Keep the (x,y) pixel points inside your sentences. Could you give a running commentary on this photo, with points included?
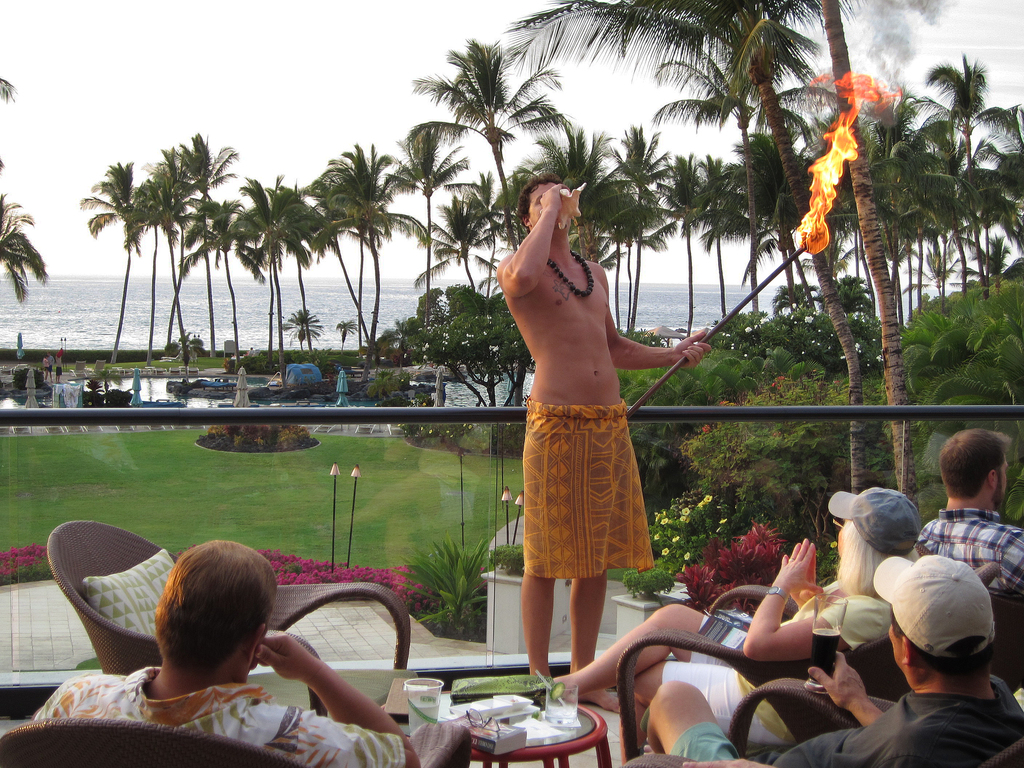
In this picture there is a person (593,360) holding a stick (755,291) which has fire (809,247) at the end of it and there are few persons (926,610) sitting in chairs (733,665) in front of him and there are trees (639,161) and water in the background (420,244).
